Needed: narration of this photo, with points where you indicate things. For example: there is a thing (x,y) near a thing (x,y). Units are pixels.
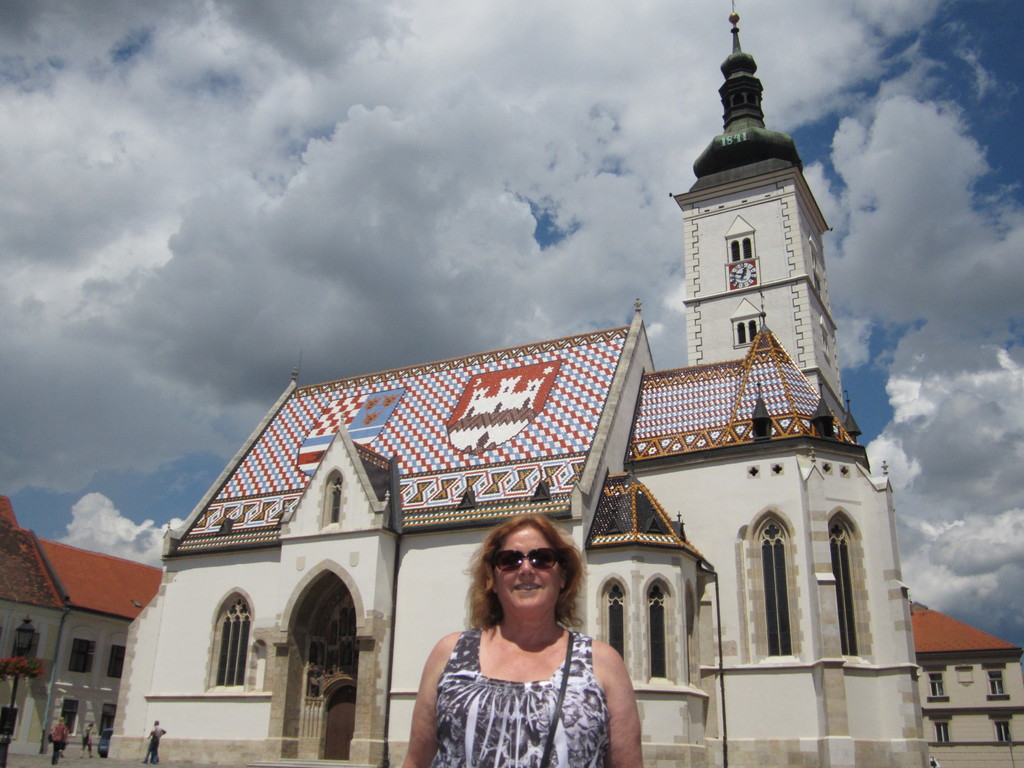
In the picture I can see people (558,695) among them the woman (531,627) in the front (519,650) is wearing black color shades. In the background (415,580) I can see buildings (457,501), the sky (201,436) and some other objects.
